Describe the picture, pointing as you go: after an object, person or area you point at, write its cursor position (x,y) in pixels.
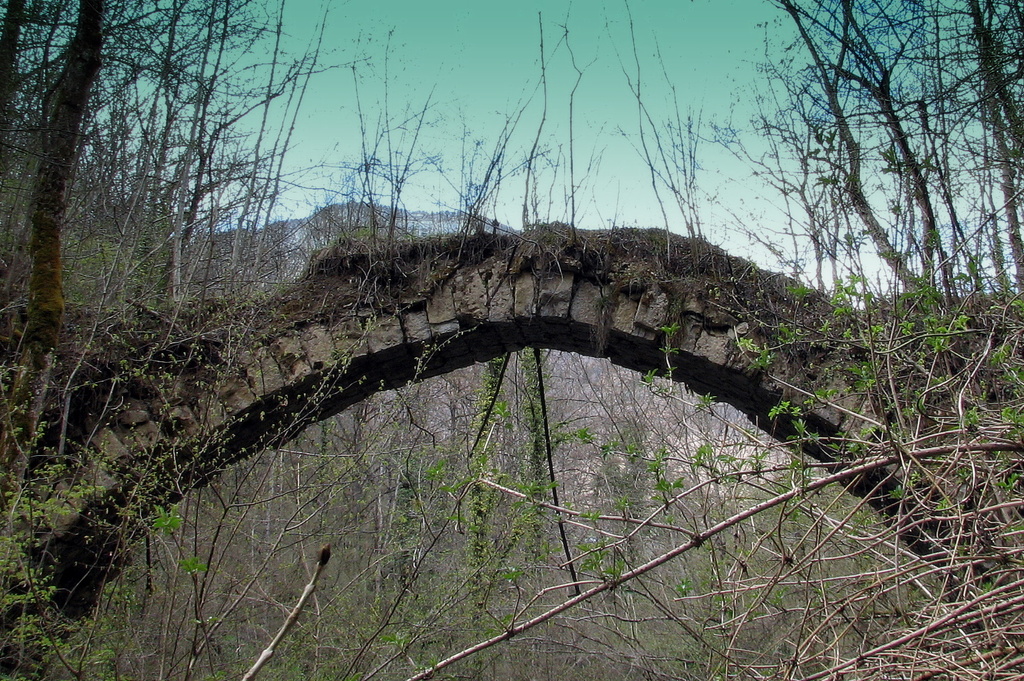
In this image, there is a bridge (457,313) and there are some plants (56,647) and trees (847,215), at the top (516,46) there is a blue color sky (616,25).
